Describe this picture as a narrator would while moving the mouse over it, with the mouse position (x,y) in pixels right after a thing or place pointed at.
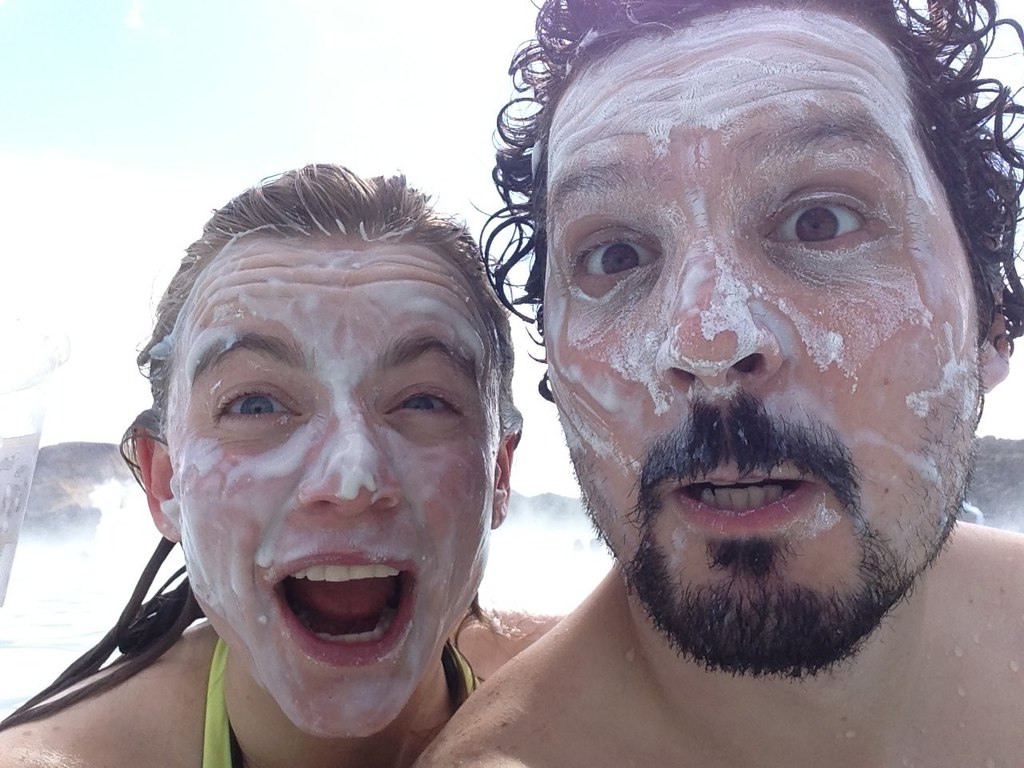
In this picture we can see two people (455,594) and they applied some cream (350,355) on their faces (207,447).
